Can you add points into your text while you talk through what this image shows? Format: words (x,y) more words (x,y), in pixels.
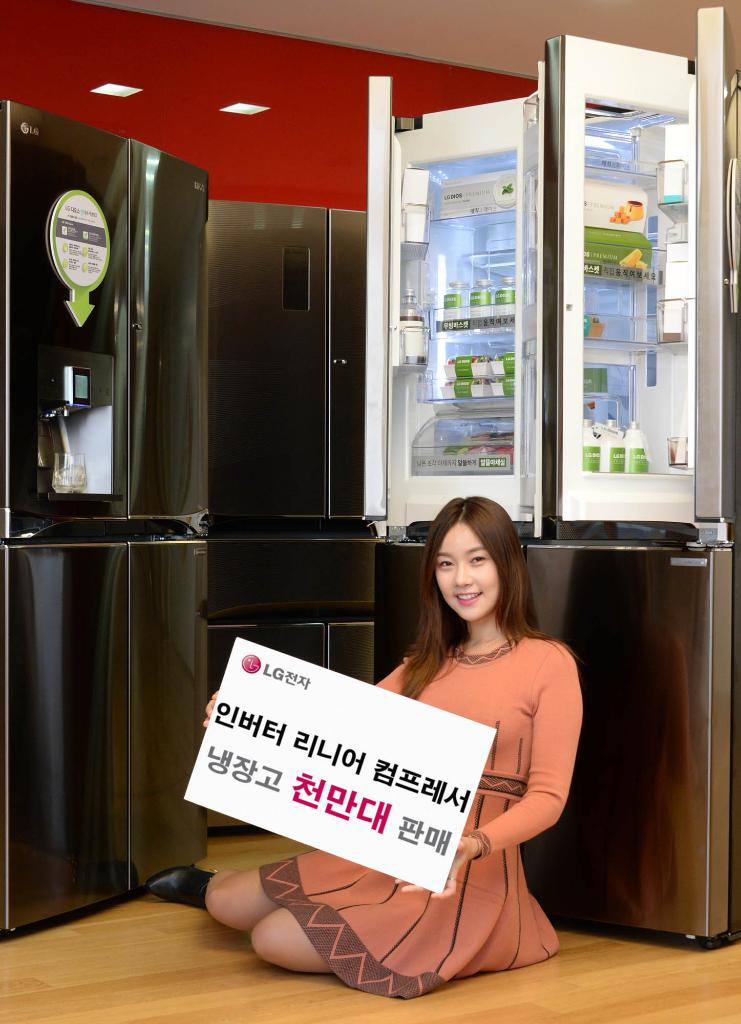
As we can see in the image there is a wall (296,155), refrigerators (289,278) and a woman (438,681) holding a banner (407,726).
